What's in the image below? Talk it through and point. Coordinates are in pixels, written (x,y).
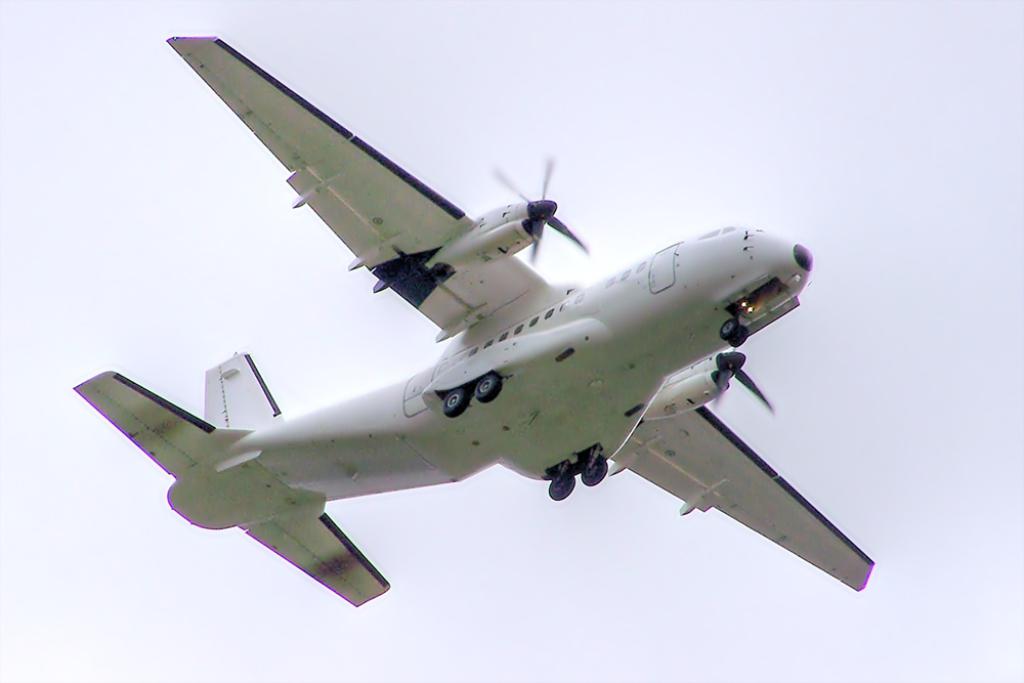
In this image I can see a plane (212,77), in the air (561,49) and background (624,608) is white.
